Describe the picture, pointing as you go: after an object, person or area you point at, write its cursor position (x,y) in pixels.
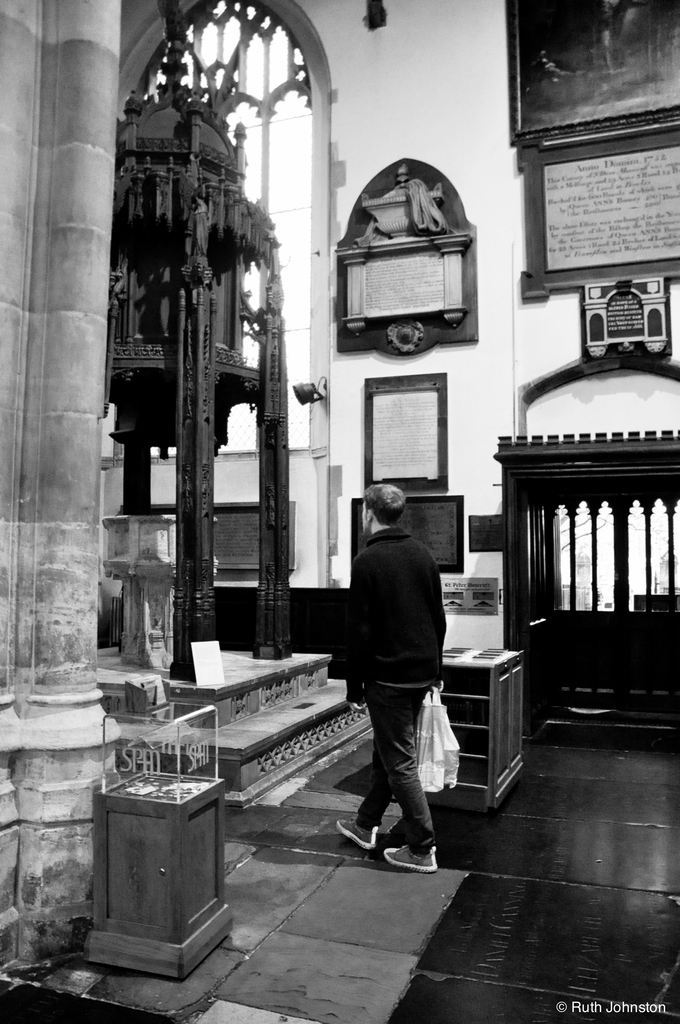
This is black and white picture where we can see a man (402,799) is standing and holding some cover (437,748) in his hand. Behind wall (388,116) and sculpture (193,274) is present. We can see frames (432,427) are attached to the wall (572,425). Left bottom of the image (119,894) one cupboard (128,891) is there.
